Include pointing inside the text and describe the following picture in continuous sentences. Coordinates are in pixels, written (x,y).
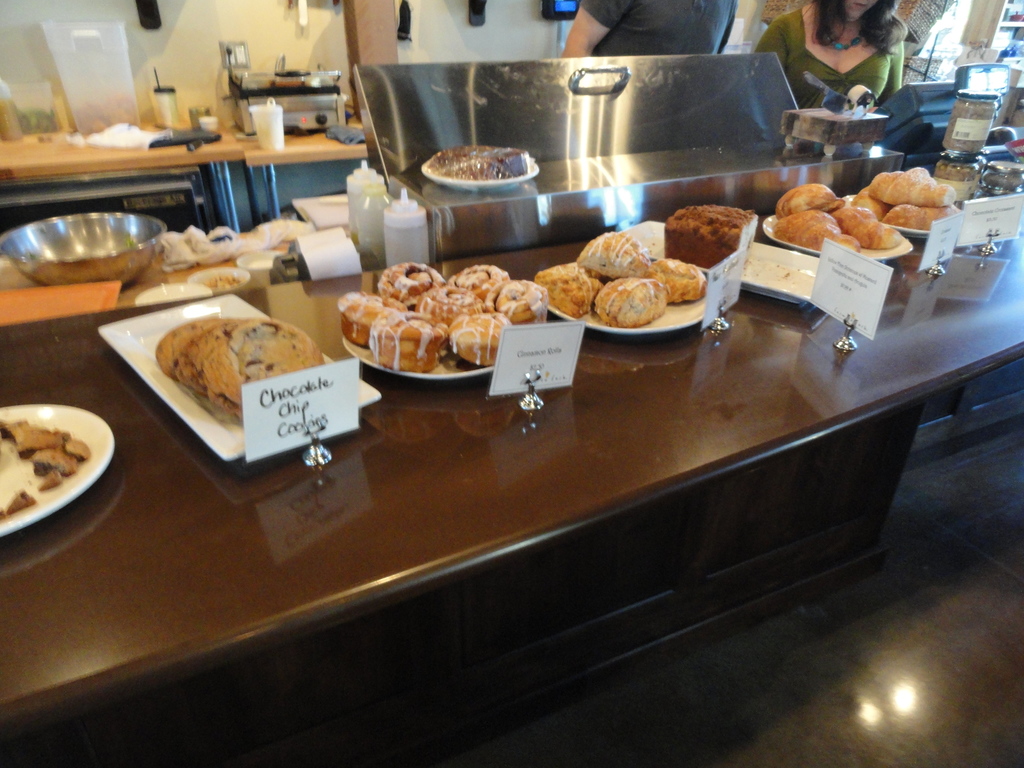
This is a table (304,533) with a cookies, muffins (417,365) and some other food items (741,219) on the plates (804,259) with name boards (569,353). Here I can see two persons (816,42) standing. This is a big bowl (116,258) and plastic bottles (371,191). Here I can see a electronic device (294,125) which is used for baked goods (2,511).
